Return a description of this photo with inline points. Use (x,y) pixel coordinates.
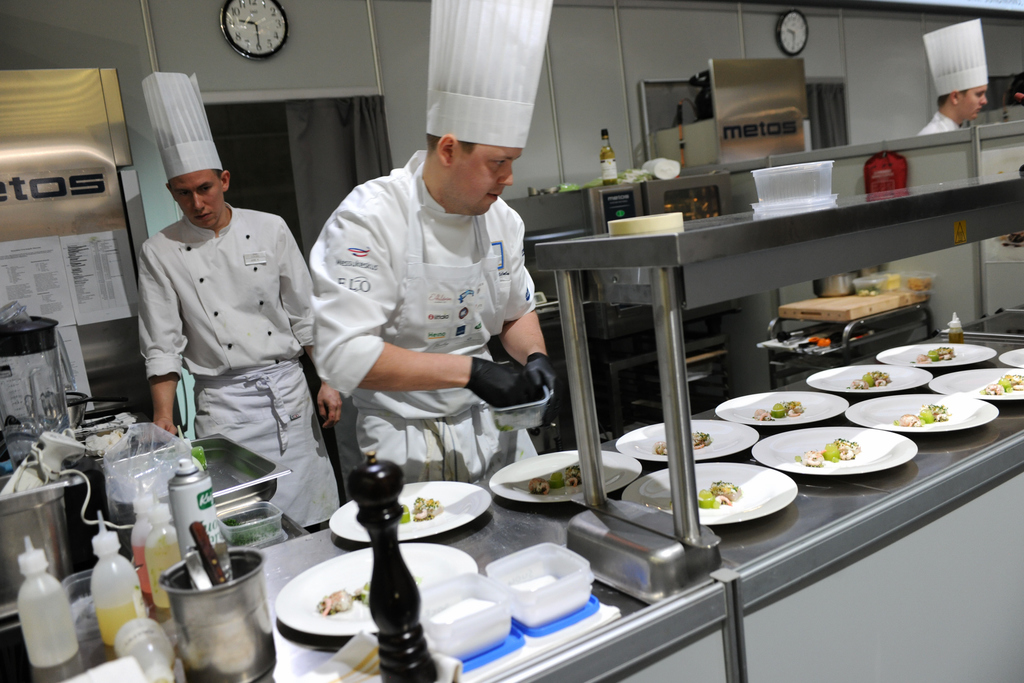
In this image there are two people (356,294) in the center (372,264) one person (447,274) is mixing something in the bowl (531,416), and on the right side (960,128) there is one person (947,104) standing and there are tables (276,575). On the tables (312,551) there are plates (723,434), in the plates (921,378) there is food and also we could see bowls (504,604), cloth (320,664), bottles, jar (189,616), knives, machines (49,413), box (67,215). On the box (53,226) there are some posters (61,262), on the right side of the image (893,161) there are objects (635,184), bottles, in the background (852,65) there are curtains (813,93), clocks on the wall (994,72) and some other objects (813,305).
